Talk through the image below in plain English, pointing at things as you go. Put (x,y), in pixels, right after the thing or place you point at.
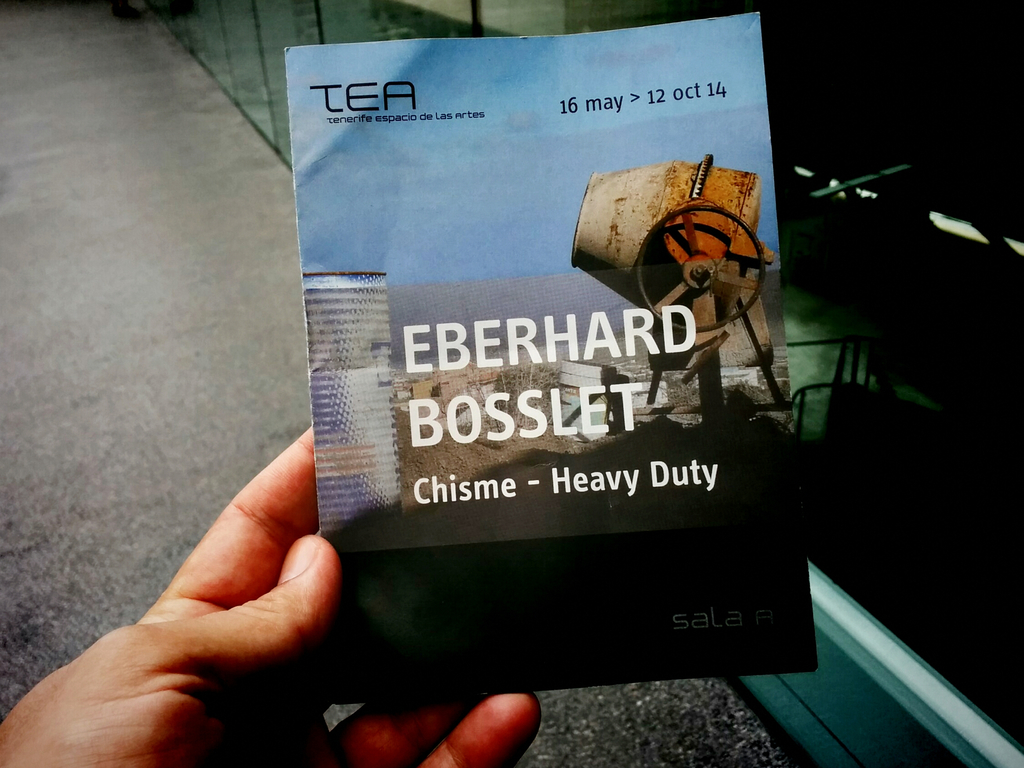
In this picture we can observe paper (443,172) in the human hand (340,734) which is in blue and black color. There are white and black color words (529,333) on the paper (485,350). In the background (189,302) we can observe road (64,286).
